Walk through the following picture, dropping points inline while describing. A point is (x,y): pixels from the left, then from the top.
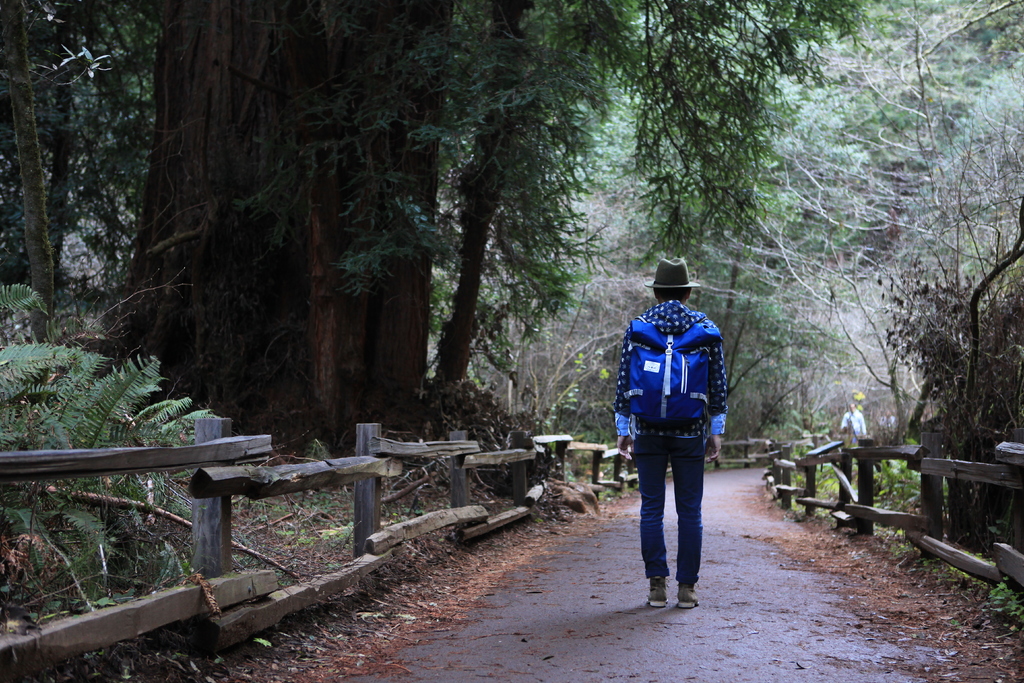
In this image I can see person (682,459) standing and wearing a blue color bag (665,370) and a hat (663,273). We can see trees (323,275) and wooden fencing (350,477).
